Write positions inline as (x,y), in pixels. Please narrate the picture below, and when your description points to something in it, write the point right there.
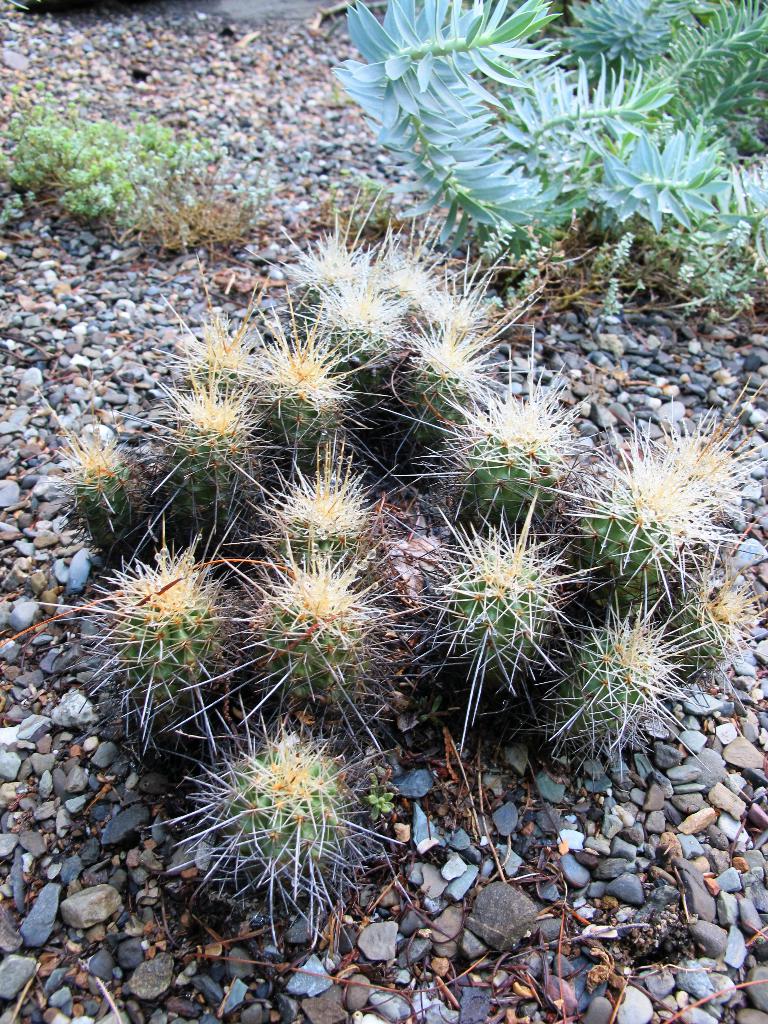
This picture is clicked outside. In the foreground (648,526) we can see the plants (577,473) with the prickles (364,526) and we can see the gravel (248,88) and the plants (508,126).
